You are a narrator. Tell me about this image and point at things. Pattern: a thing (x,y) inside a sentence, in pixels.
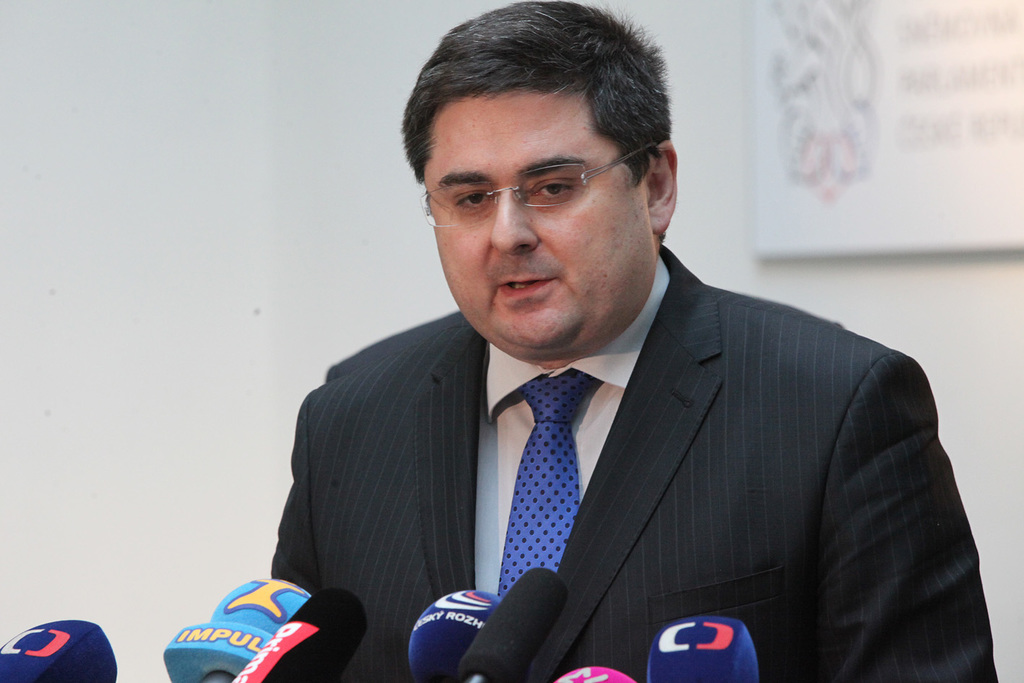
In this image, we can see a person (560,160) wearing spectacles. We can also see some microphones (64,671). In the background (343,329), we can see the wall (722,9). We can also see a frame (800,92) on the right (766,24).
